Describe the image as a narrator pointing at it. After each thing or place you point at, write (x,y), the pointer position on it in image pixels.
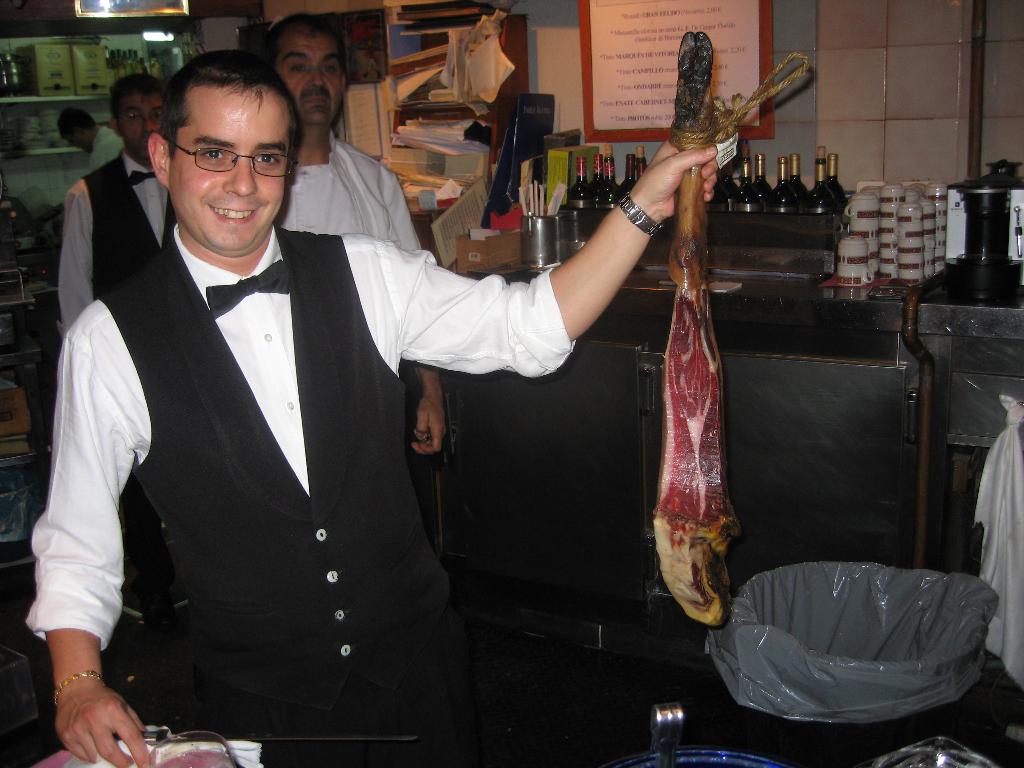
This image is taken indoors. On the left side of the image (270,350) a man (279,423) is standing on the floor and he is holding a pork leg (684,354) in his hand (663,156). At the bottom of the image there is a table (923,739) with a few things (193,744) on it. In the background (515,75) there is a wall (1016,54) with a poster (709,16) and shelves (24,453) with a few things (70,66) on it. In the background (330,173) two men (161,215) are standing on the floor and there is a table (741,345) with many bottles (818,199), cups (921,251) and many things (955,226) on it.
